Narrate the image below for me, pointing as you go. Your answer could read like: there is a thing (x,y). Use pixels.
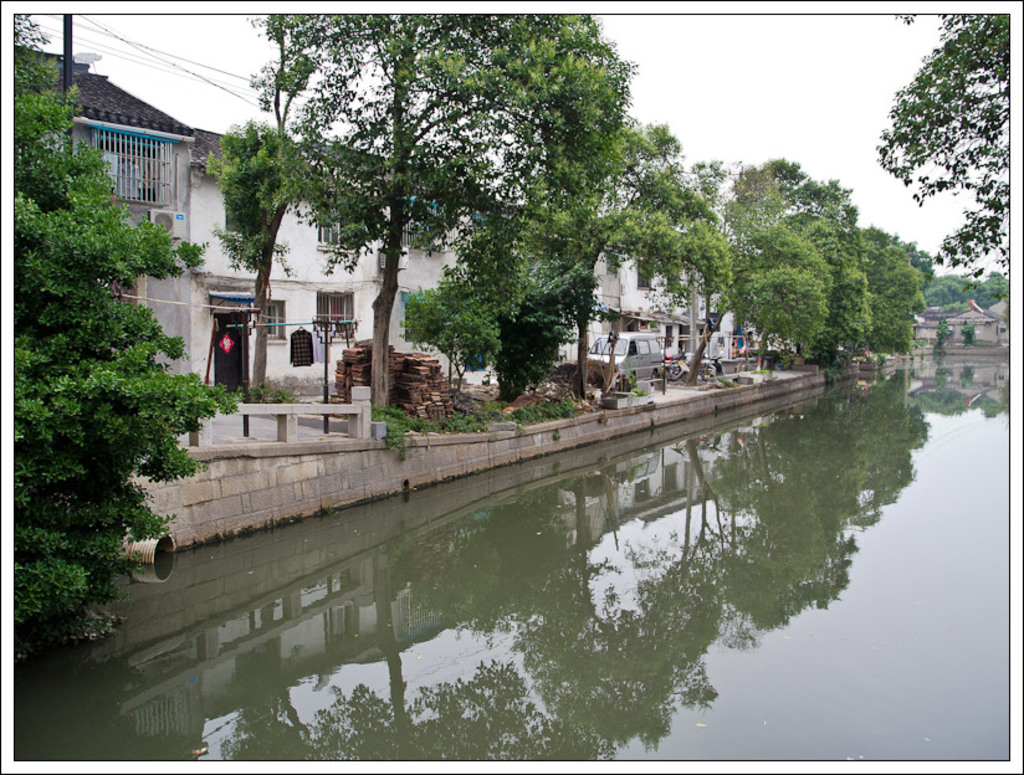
In this picture, we can see water (237,640), ground (303,437) with some objects (408,401), vehicles (637,377), poles (325,328), and some objects (300,343) on poles (325,343), trees (152,391), fencing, some reflections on water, houses (325,240) with doors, windows (349,311) and some objects (101,170) attached to the walls (278,357), wires (236,88) and the sky (632,88).
